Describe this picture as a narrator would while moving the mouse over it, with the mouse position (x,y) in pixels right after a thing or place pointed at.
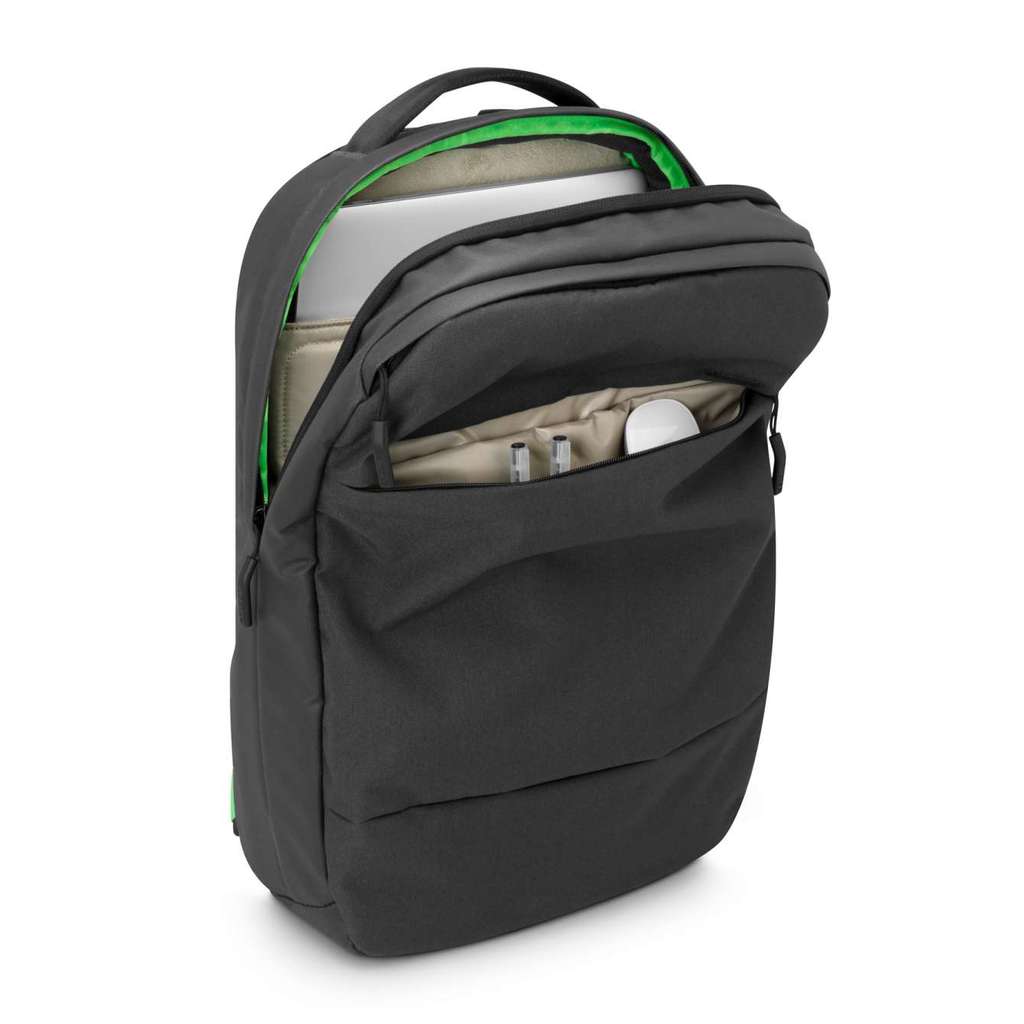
In this image there is a bag (429,143). In the bag (439,180), laptop (477,212), two pens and a mouse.
